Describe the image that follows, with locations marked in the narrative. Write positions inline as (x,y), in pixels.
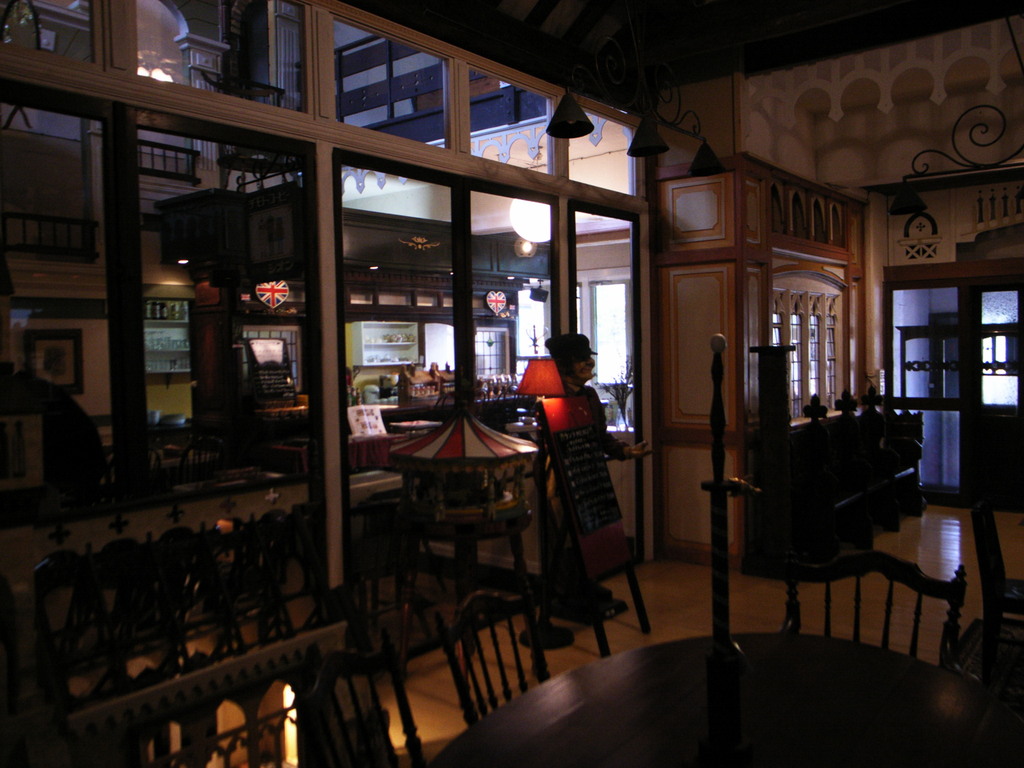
In this picture we can see many tables (809,666), chairs (174,594), cupboards (693,419) with drawers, light lamps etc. on the wooden floor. We have many windows (158,347) and doors (902,295) with glass panes (525,130).
